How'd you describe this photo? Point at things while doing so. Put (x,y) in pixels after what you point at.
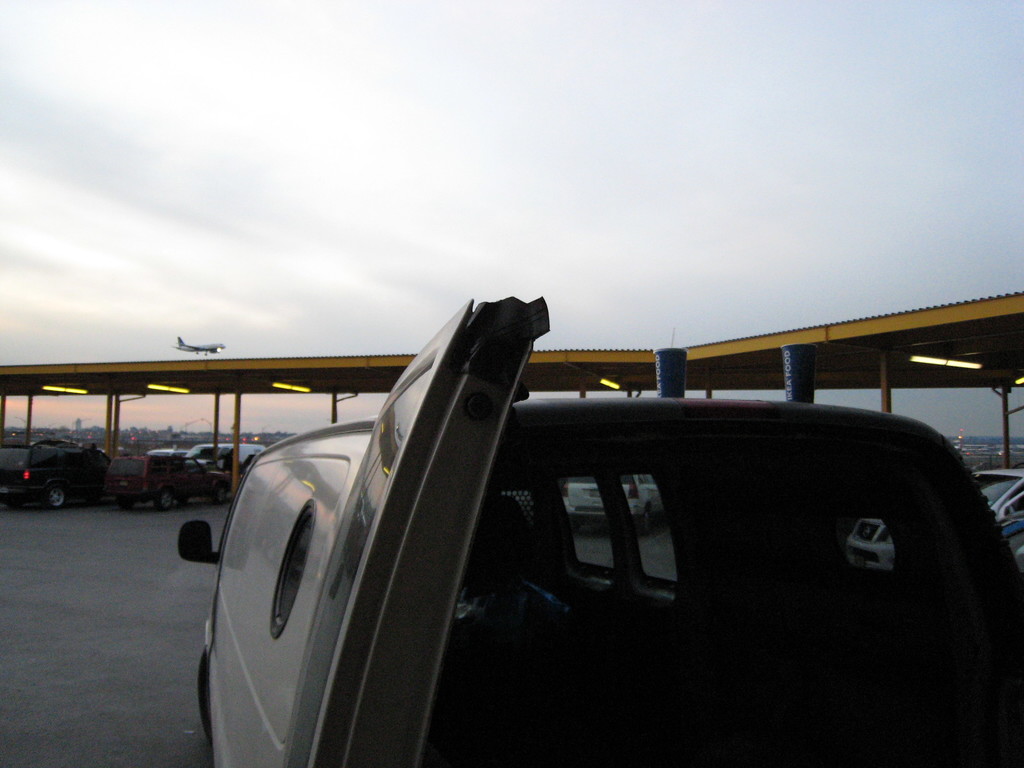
In the image we can see there are vehicles (285,504) on the road (111,601). Here we can see pole shed (555,378) and lights (45,386) to the roof (97,385). We can even see airplane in the sky (211,332).
